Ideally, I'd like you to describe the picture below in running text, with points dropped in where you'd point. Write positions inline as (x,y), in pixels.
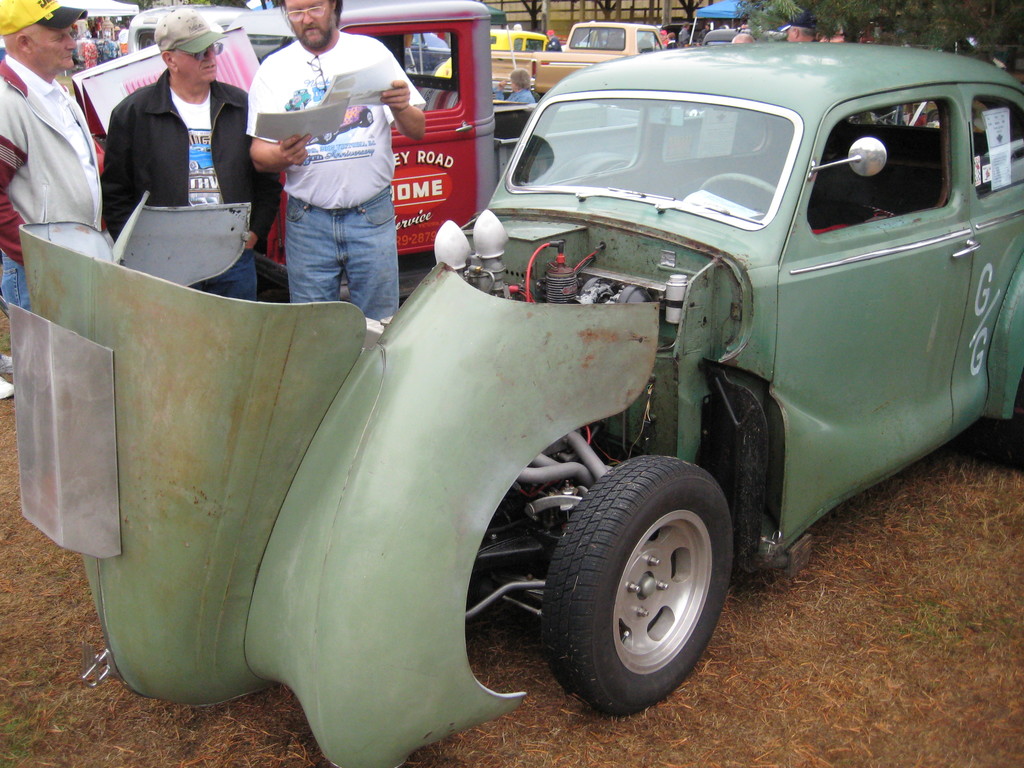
In the image we can see there are vehicles (418,411) parked on the grass (784,656) and there are people (419,119) standing beside them. A man (409,117) is holding papers (314,119) in his hand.
